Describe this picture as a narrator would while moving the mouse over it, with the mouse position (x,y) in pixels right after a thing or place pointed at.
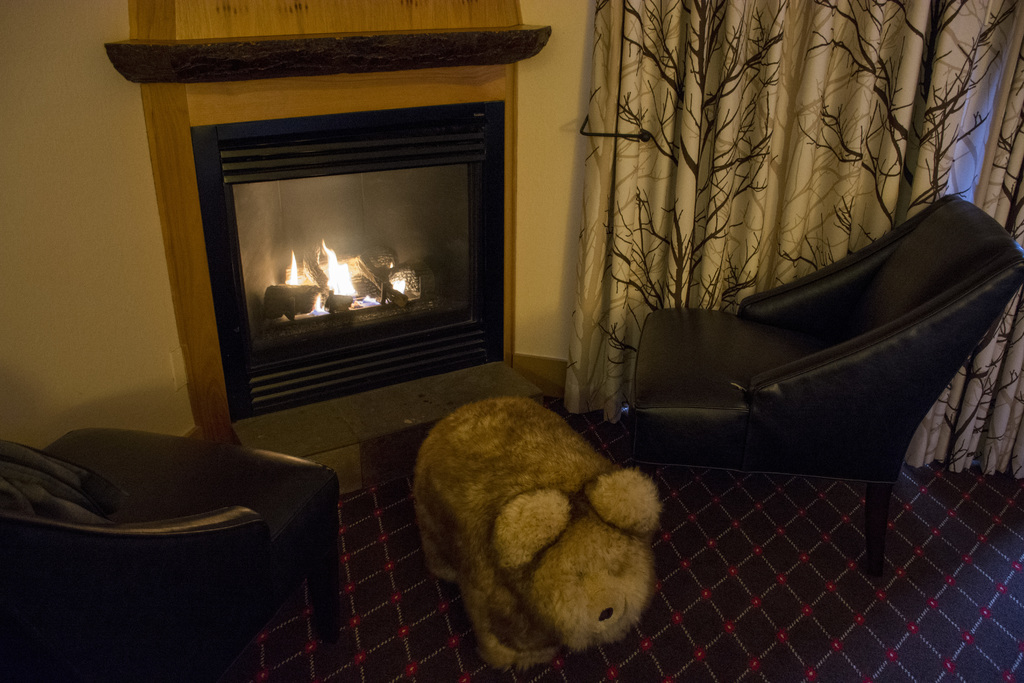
In the image there are black sofas (931,292). In the middle of them there is an item (502,459). Behind that there is a fireplace (290,177). At the top right corner of the image (715,137) there is a white curtain (770,120) with a design (770,120) on it.
